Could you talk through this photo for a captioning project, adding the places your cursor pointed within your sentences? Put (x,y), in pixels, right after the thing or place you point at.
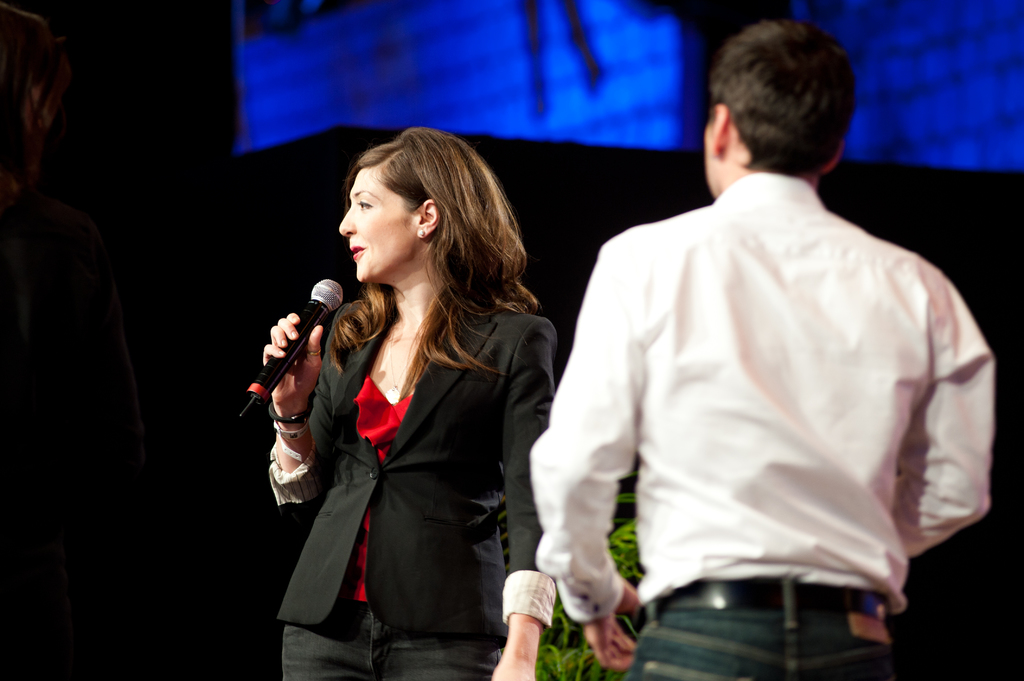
In the image we can see there is a woman (404,613) who is standing and she is holding mic (260,395) in her hand (291,395). Beside there is a person (768,399) who is standing and at the back (488,22) there is blue colour lights (662,82).
